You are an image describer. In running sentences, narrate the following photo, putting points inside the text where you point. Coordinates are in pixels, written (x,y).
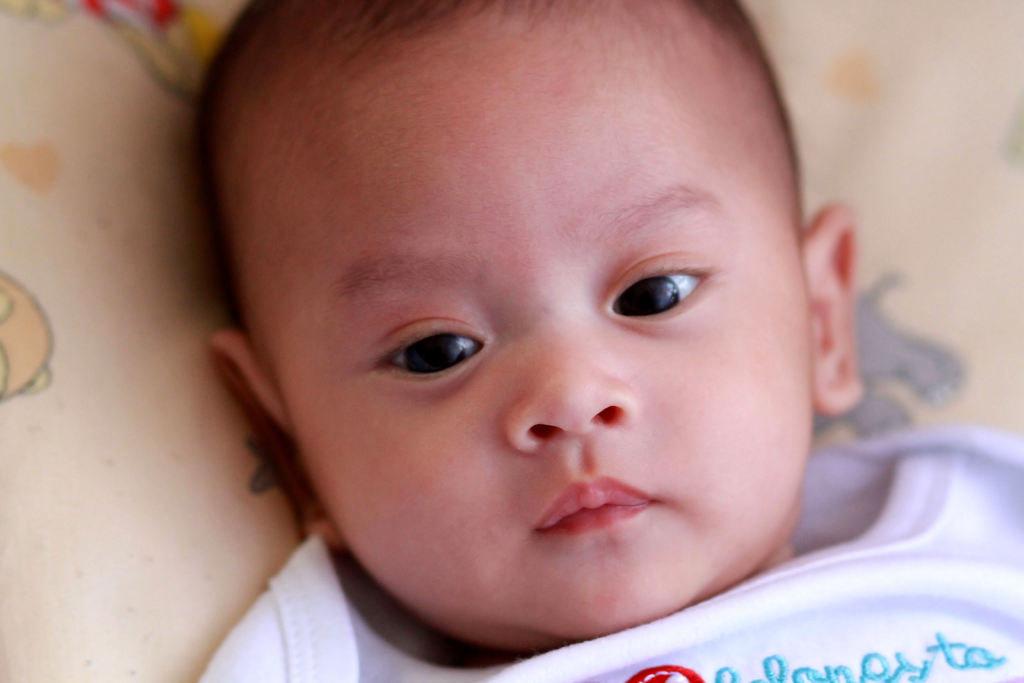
In the picture i can see a kid (584,516) wearing white color dress (809,576) lying on pillow (144,415) which is of cream color.
